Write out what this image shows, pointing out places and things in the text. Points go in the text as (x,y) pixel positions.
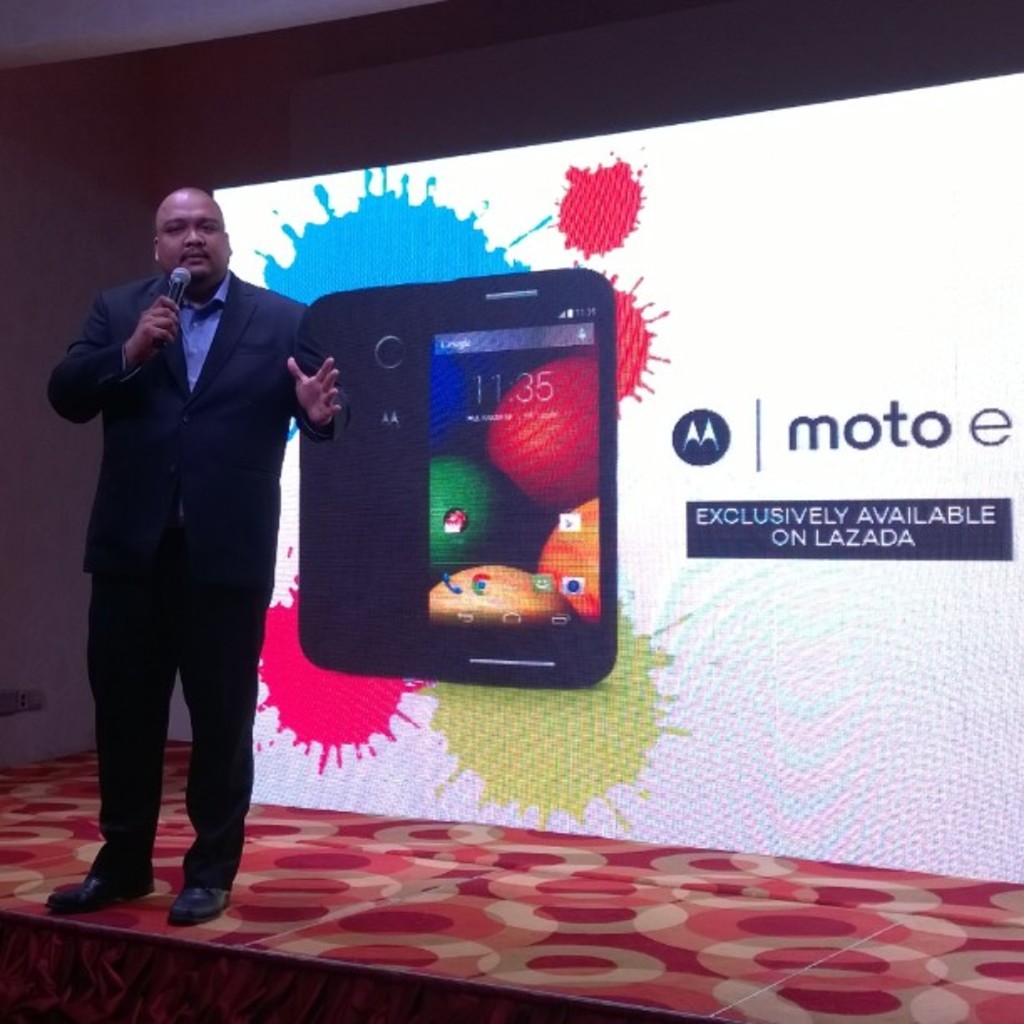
In this image on the left (235,450), there is a man (225,441), he wears a suit (221,409), shirt (202,365), trouser (164,705) and shoes (126,884), he is holding a mic (178,272). In the background (617,656) there is a poster (570,545), screen (678,662), text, mobiles (515,570), colors. At the bottom (498,927) there is a floor (606,964).
